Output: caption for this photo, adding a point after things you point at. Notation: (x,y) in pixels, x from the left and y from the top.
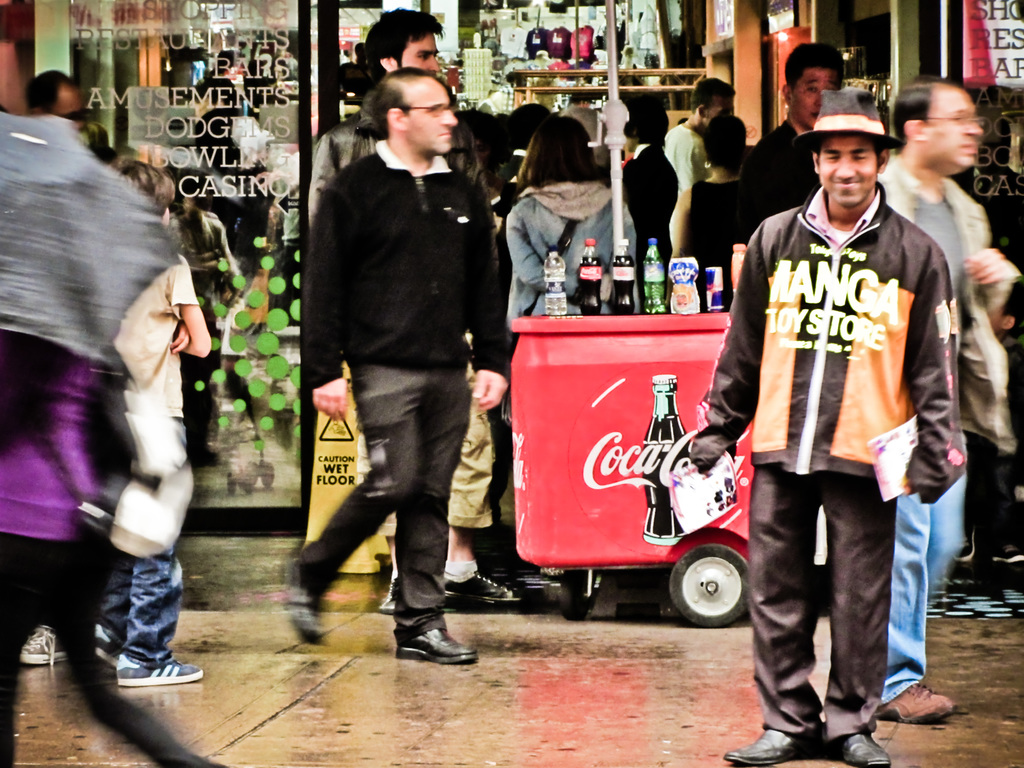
In front of the picture, we see a man (935,385) in the black jacket (860,377) is standing. He is holding a papers (902,448) in his hand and he is smiling. Behind him, we see a man (918,219). In the middle (464,283), we see a man (472,332) in the black sweater (425,325) is walking. On the left side (44,537), we see the people (91,468) are standing. Behind them, we see a vehicle (568,461) in red color on which the cool drink bottles (566,299) are placed. Behind that, we see the people (553,223) are standing. On the left side (242,148), we see the glass door (264,182) from which we can see the bags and some other objects (567,40). In the right top (964,48), we see a board (988,63) in red color with some text (983,44) written on it. This picture might be clicked outside the shop (696,64).
